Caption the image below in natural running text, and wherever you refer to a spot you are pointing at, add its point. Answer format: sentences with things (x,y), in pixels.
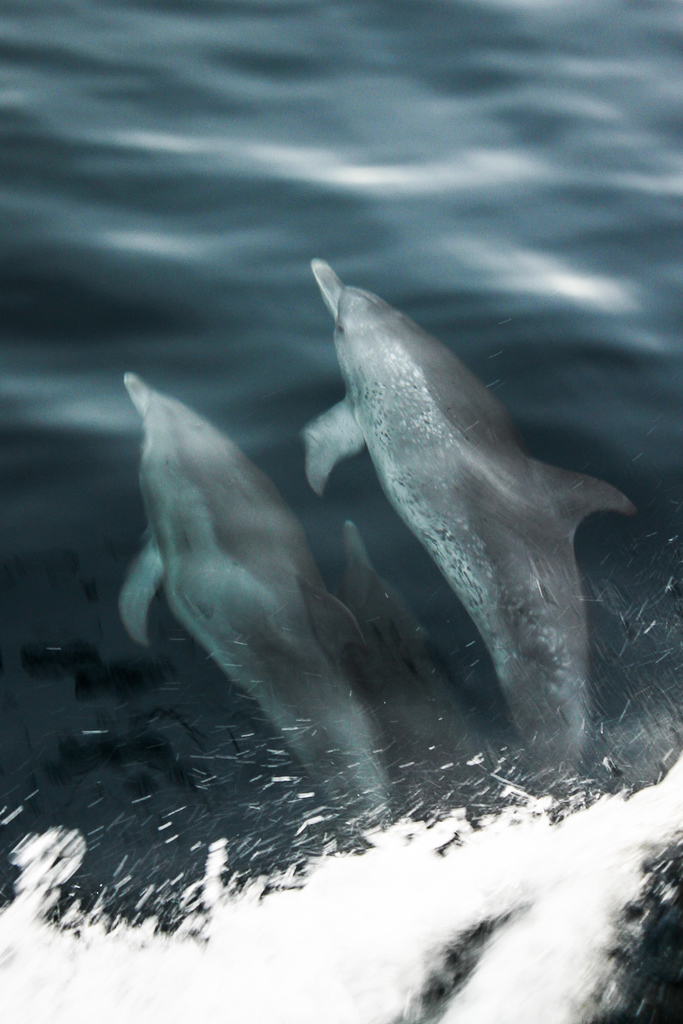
In this image there is one sea (393,238), in the sea (390,792) there are three dolphins (349,560).
